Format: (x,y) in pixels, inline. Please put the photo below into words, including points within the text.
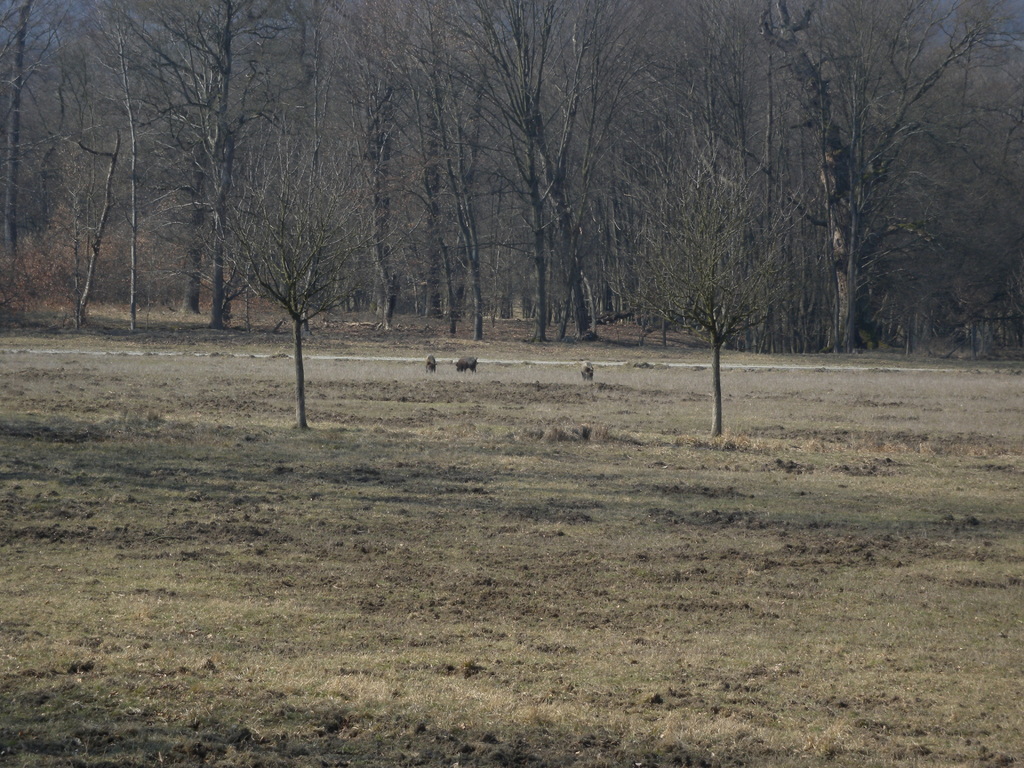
There is empty land (530,506) in the foreground area of the image (52,595) and trees (561,225) in the background (653,264).
